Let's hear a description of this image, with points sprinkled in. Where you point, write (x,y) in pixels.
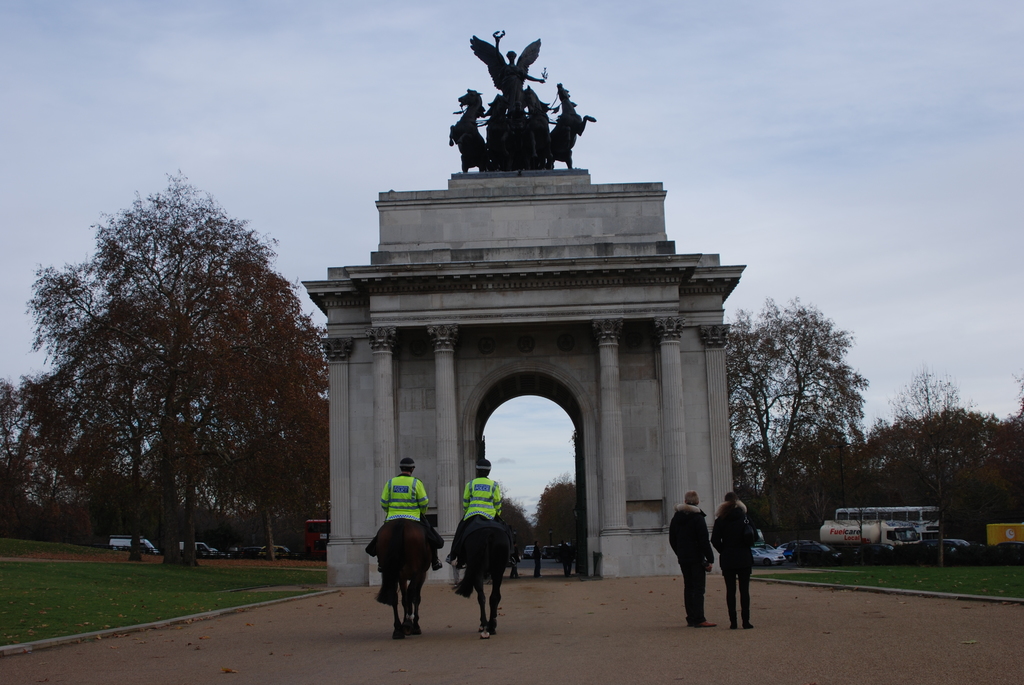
In this picture we can see a group of people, vehicles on the ground (640,609), here we can see pillars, wall (630,556), statue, trees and we can see sky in the background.
